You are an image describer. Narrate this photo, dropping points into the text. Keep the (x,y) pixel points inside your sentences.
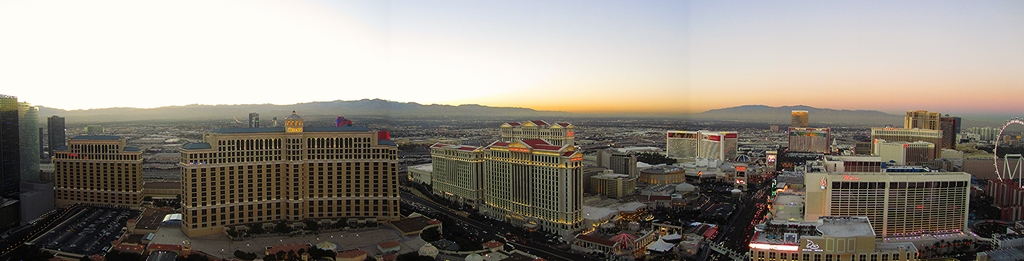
In this picture I can see there are few buildings (285,209) and there are streets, few vehicles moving in the streets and the sky (223,85) is clear.
